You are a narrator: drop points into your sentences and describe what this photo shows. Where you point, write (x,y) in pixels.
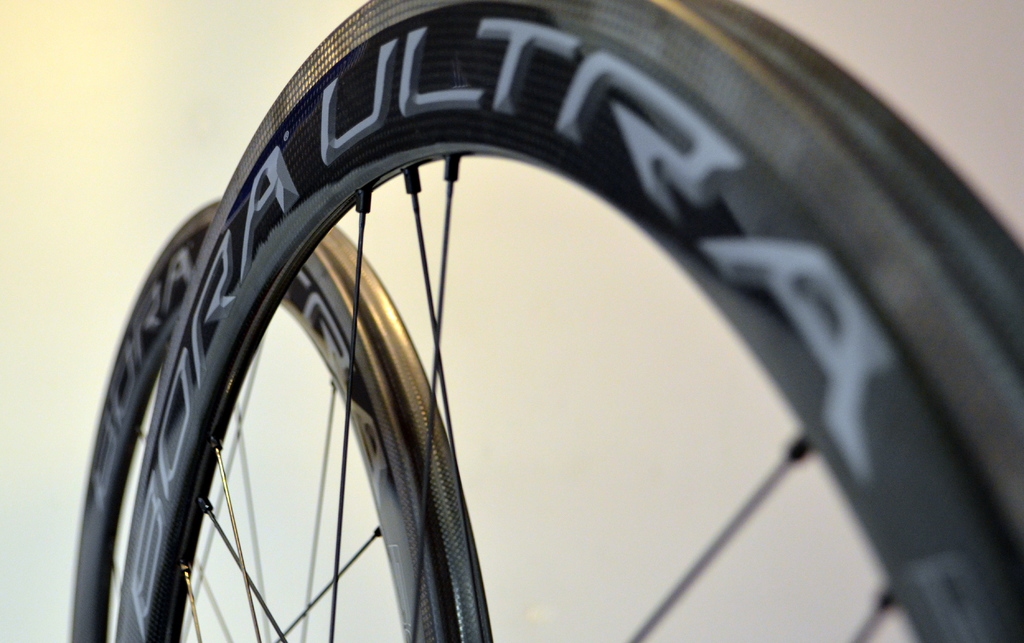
In this image there are two wheels (397,371), there is text (505,110) on the wheels (716,282), at the background of the image (495,315) there is a wall (143,33), the background of the image (670,425) is white in color.
